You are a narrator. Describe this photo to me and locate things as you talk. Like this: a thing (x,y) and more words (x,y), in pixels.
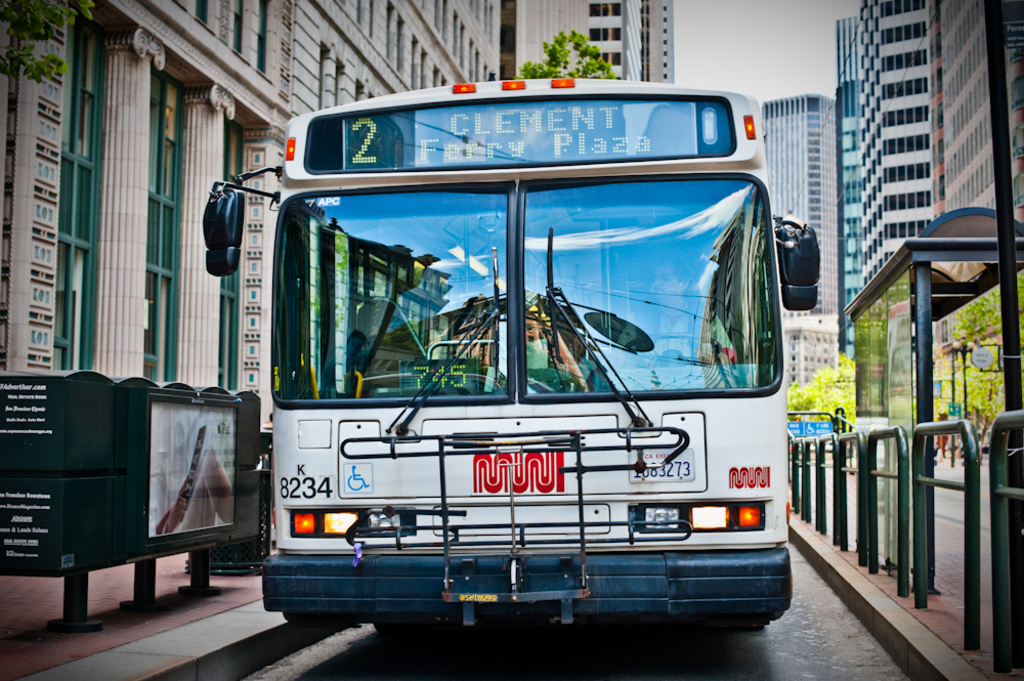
In the picture there is a bus (604,317) beside the bus bay (862,429) and around that bus (733,443) there are many tall buildings (817,94).
